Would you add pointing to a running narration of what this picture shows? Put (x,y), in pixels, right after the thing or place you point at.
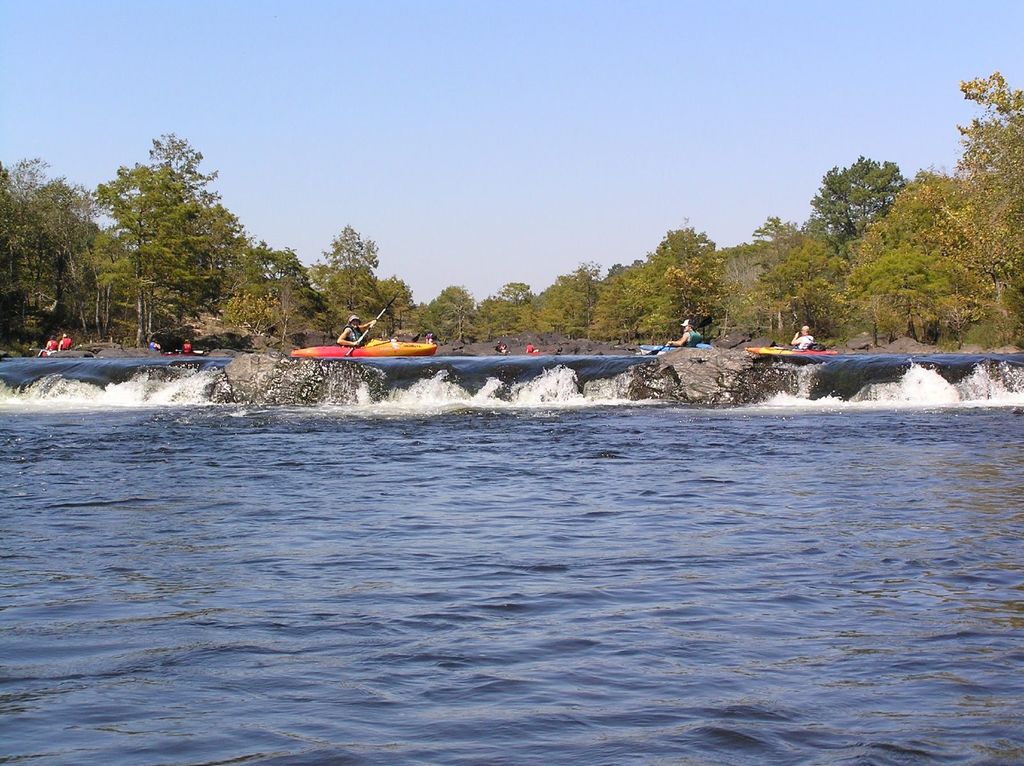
In the image I can see people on boats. These people (529,349) are holding some objects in hands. These boats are on the water (537,474). In the background (305,286) I can see rocks (299,376) in the water (430,439), trees (218,248) and the sky (386,136).
